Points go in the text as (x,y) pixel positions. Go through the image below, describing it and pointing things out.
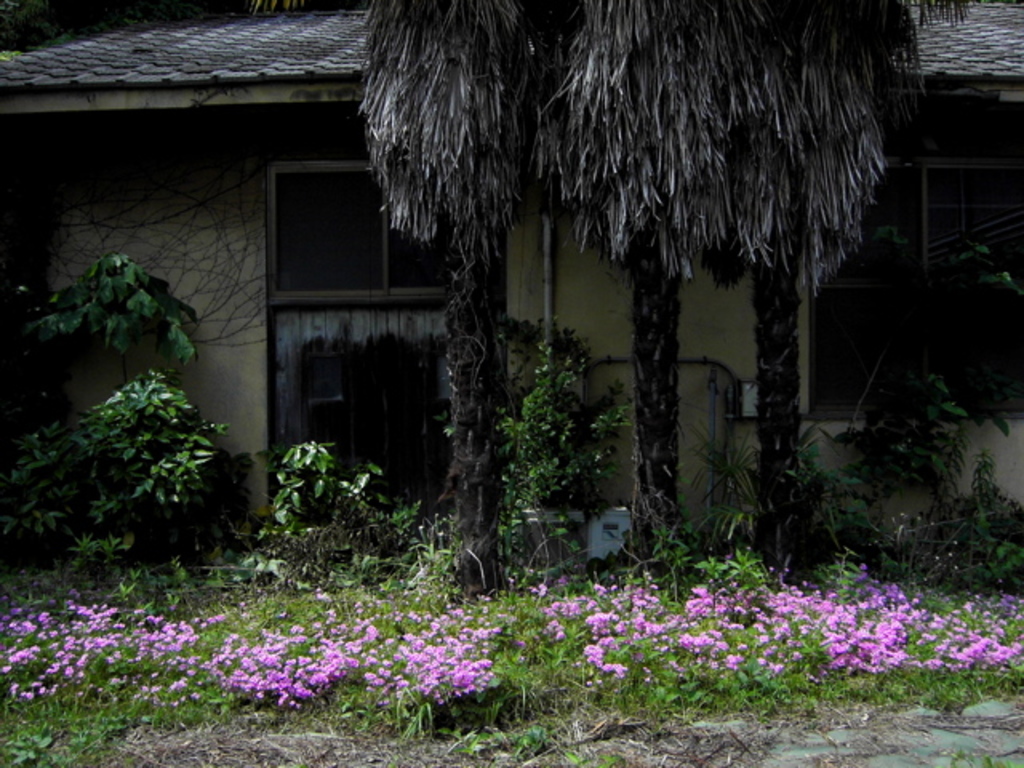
In this image there is a garden (555,601), tree (491,25), in the background (993,6) there is a house (367,451).
